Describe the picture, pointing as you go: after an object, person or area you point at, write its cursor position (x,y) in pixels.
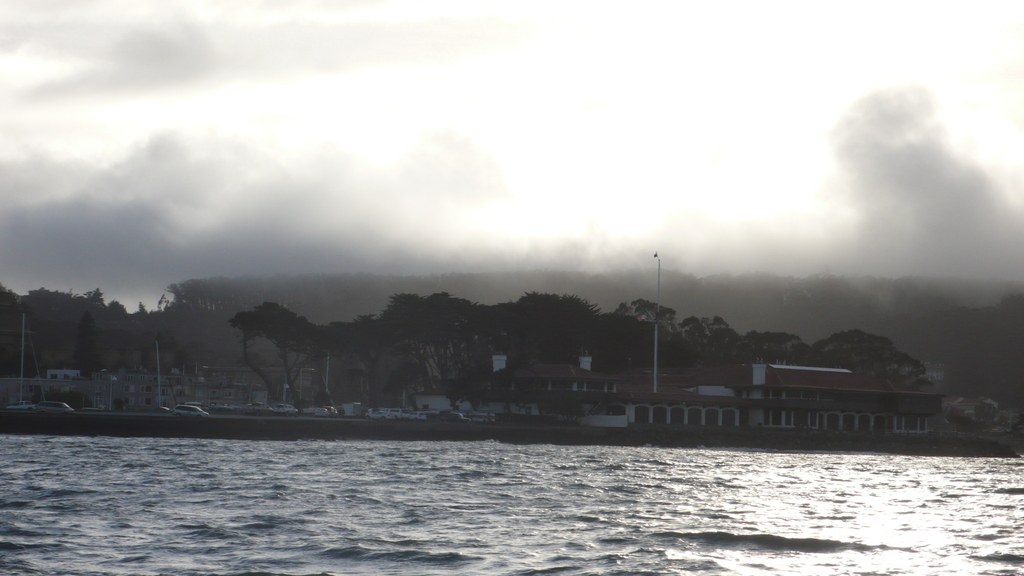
This is color image, in this image there is a water surface (641,483), in the background (242,409) there are cars (265,405) on a road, trees (547,363), buildings (607,376) and the sky (537,172).
